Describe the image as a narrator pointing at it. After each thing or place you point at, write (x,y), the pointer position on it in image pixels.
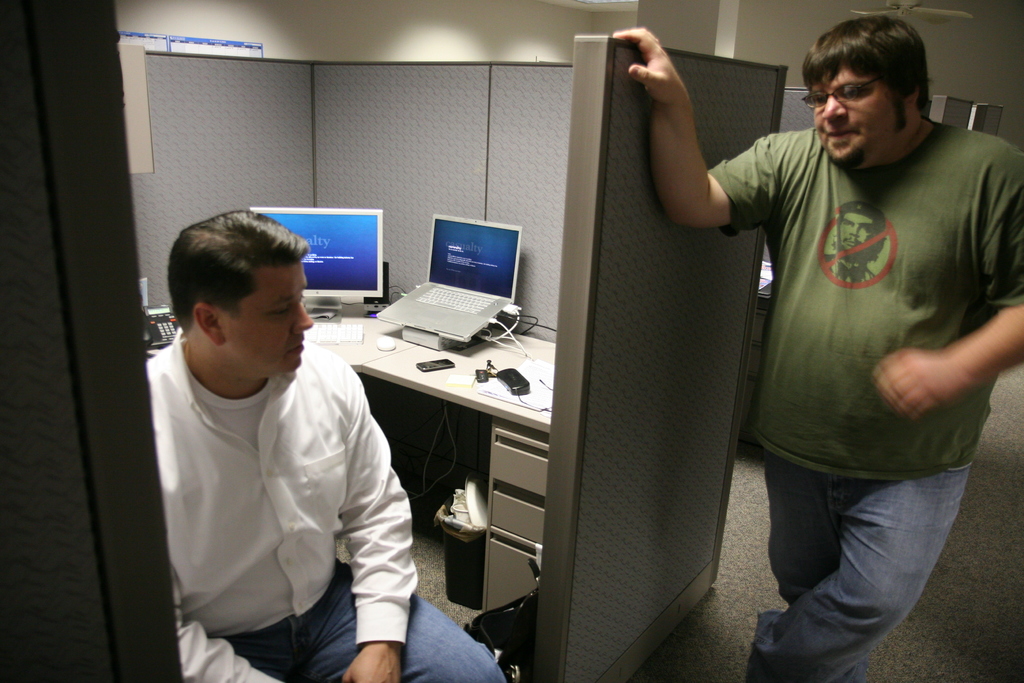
In the image we can see there is a man (308,546) who is sitting on chair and another man (789,400) is standing and on the table (491,405) there is monitor (340,243) and laptop (421,301).
